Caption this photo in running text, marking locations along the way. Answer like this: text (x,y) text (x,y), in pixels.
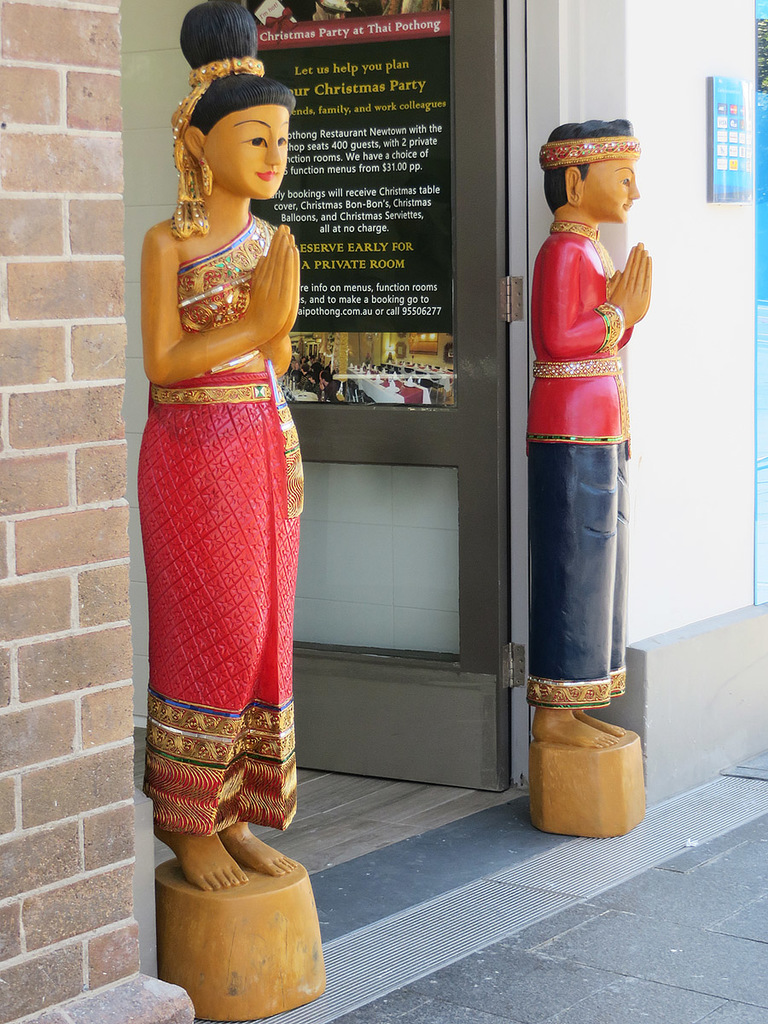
In this image I can see two sculptures (206,507) and a door (323,383). On the door (391,288) I can see something written on it. Here I can see a wall (684,271).
